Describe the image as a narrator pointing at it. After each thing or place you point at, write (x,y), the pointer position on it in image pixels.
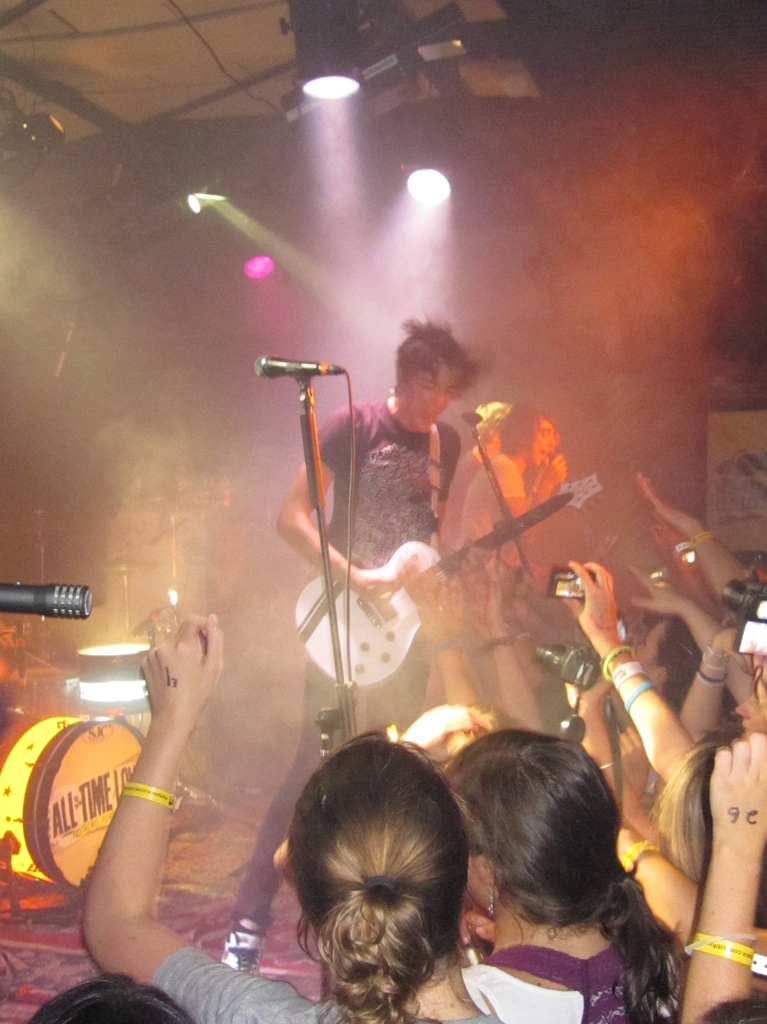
In this image I can see a group of people (524,776) among them a man (407,499) on the stage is playing guitar (360,602) in front of the microphone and the person (424,773) in front of him are dancing and holding camera (569,578) in their hands (598,587). On the above the image we have few lights (340,91).
